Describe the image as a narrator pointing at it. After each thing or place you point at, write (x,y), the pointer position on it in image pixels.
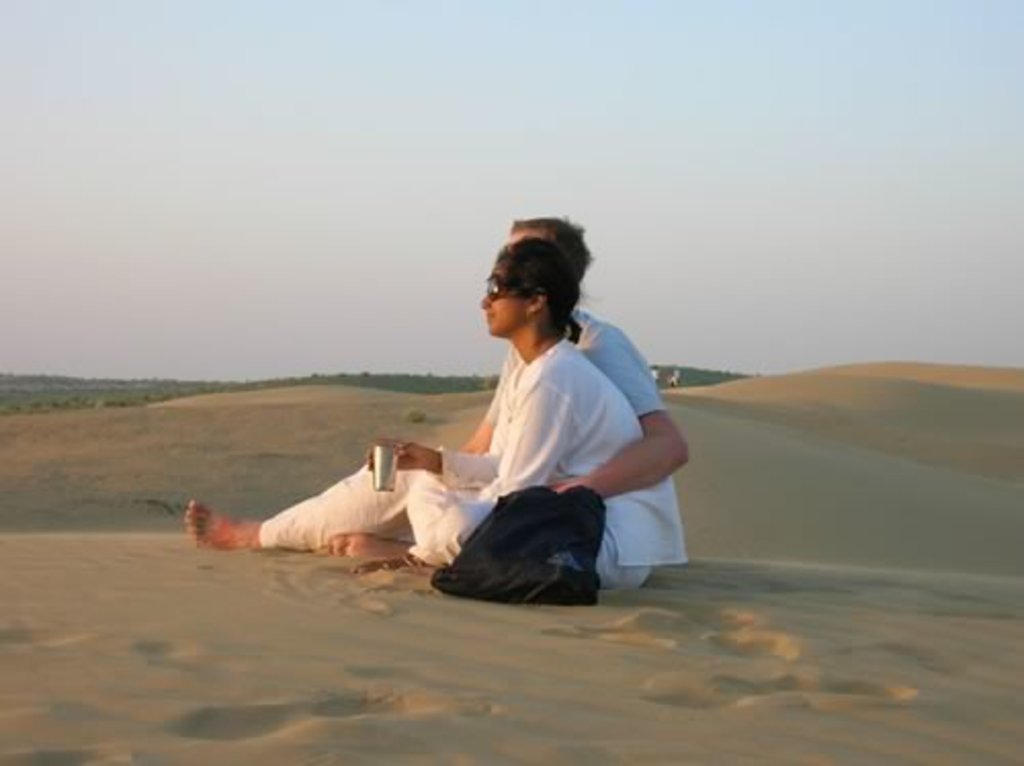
In front of the image there are two people (607,530) sitting on the sand (476,645) where one person (634,504) is holding the glass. Beside them there is a bag (492,591). Behind them there are a few other people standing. In the background of the image (437,378) there are trees (287,381). At the top of the image (451,131) there is sky (372,155).
